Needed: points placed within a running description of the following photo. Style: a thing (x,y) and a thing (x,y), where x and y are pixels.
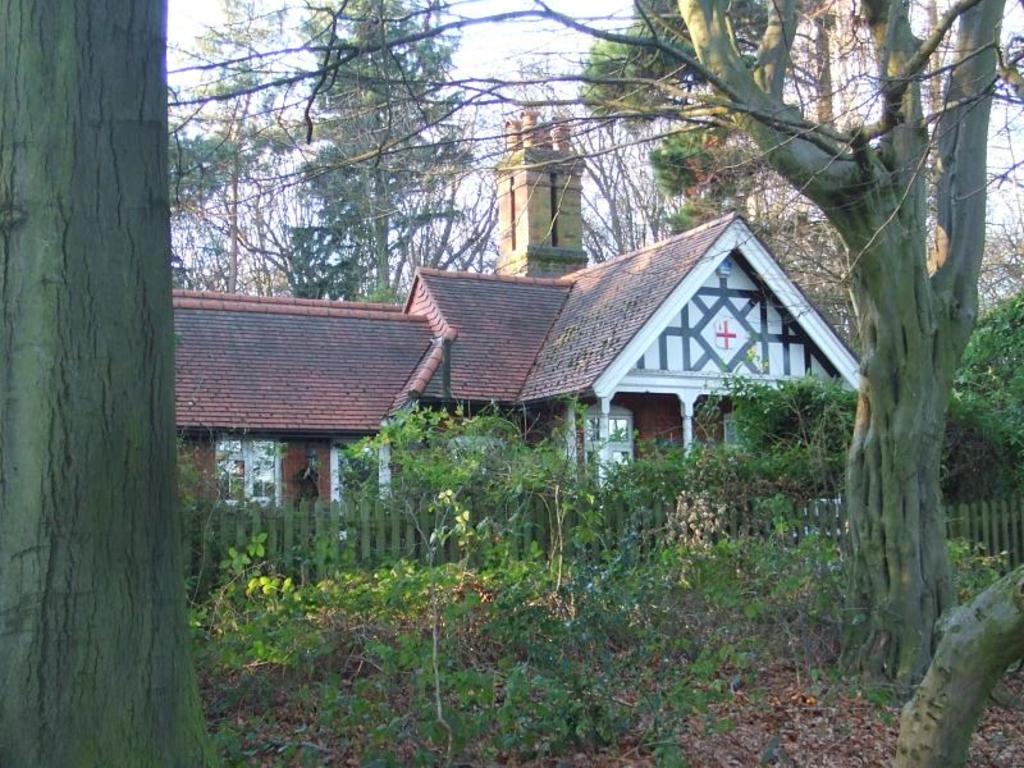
In this image there are trees (139,125), house (569,423), plants (659,501), railing (366,538), sky (463,50) and objects (309,473).
